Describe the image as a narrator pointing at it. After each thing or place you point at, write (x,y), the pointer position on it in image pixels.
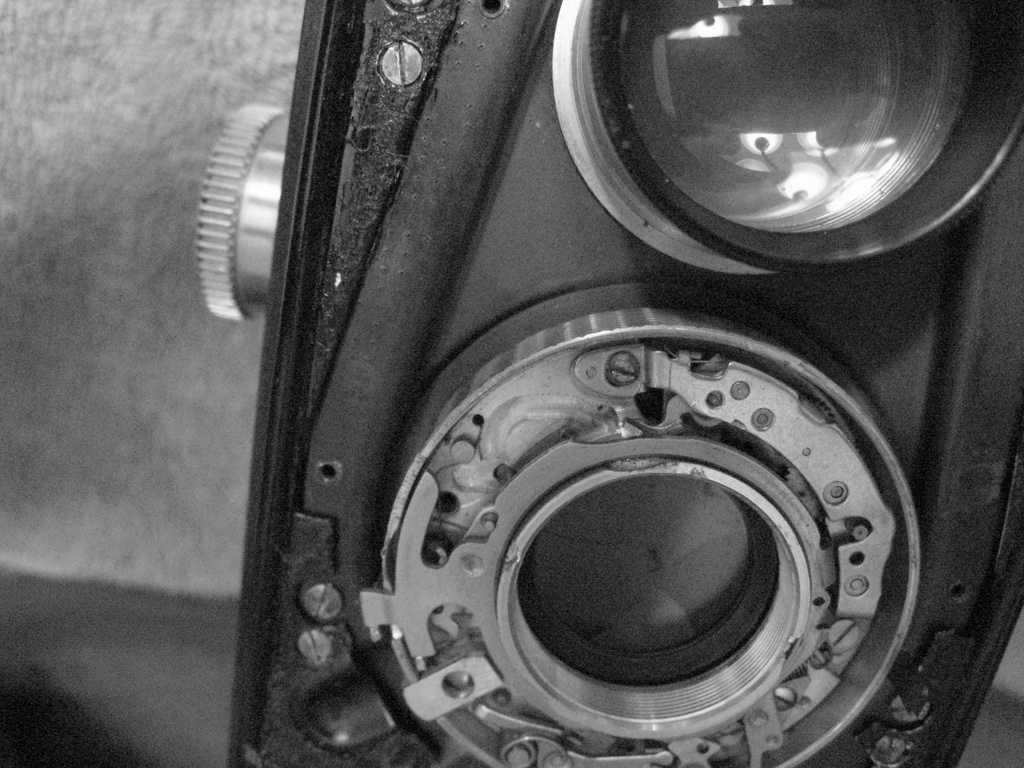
This is a black and white picture. In this picture, we can see an old camera (586,413) with lens (626,106). On the left side of the image (83,409), there is a blurred view.
